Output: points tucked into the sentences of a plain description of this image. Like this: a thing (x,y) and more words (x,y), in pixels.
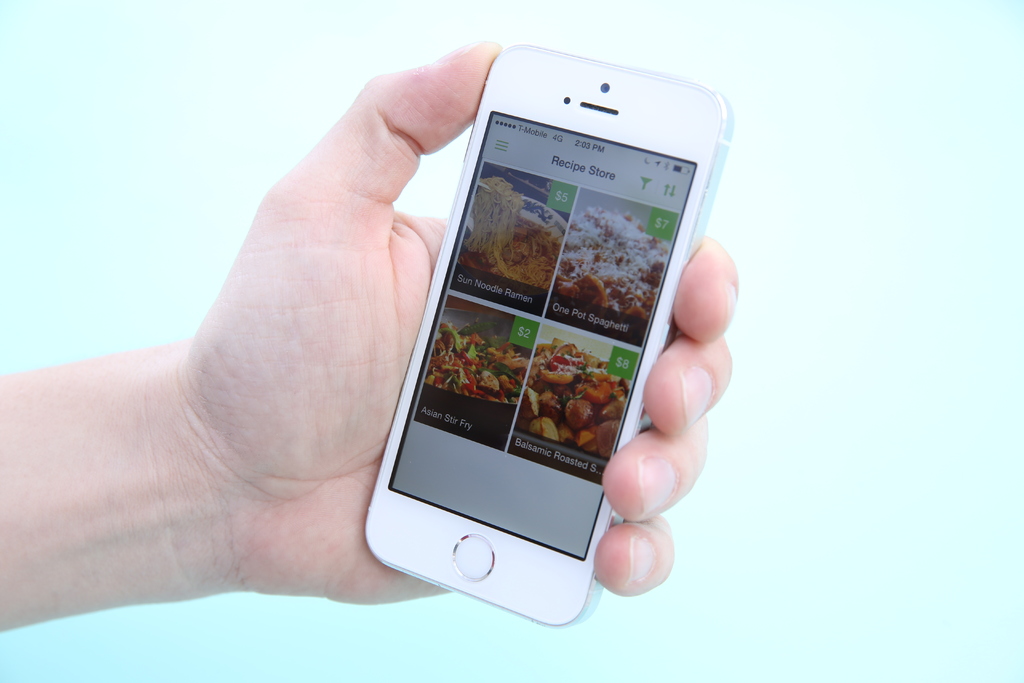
In this image there is one person's hand (290,324) is visible, and the person (208,525) is holding a mobile (636,354) and on the mobile screen (492,252) there is text (608,320) and some pictures (517,285) of food items (509,378) and there is a blue background (630,610).
